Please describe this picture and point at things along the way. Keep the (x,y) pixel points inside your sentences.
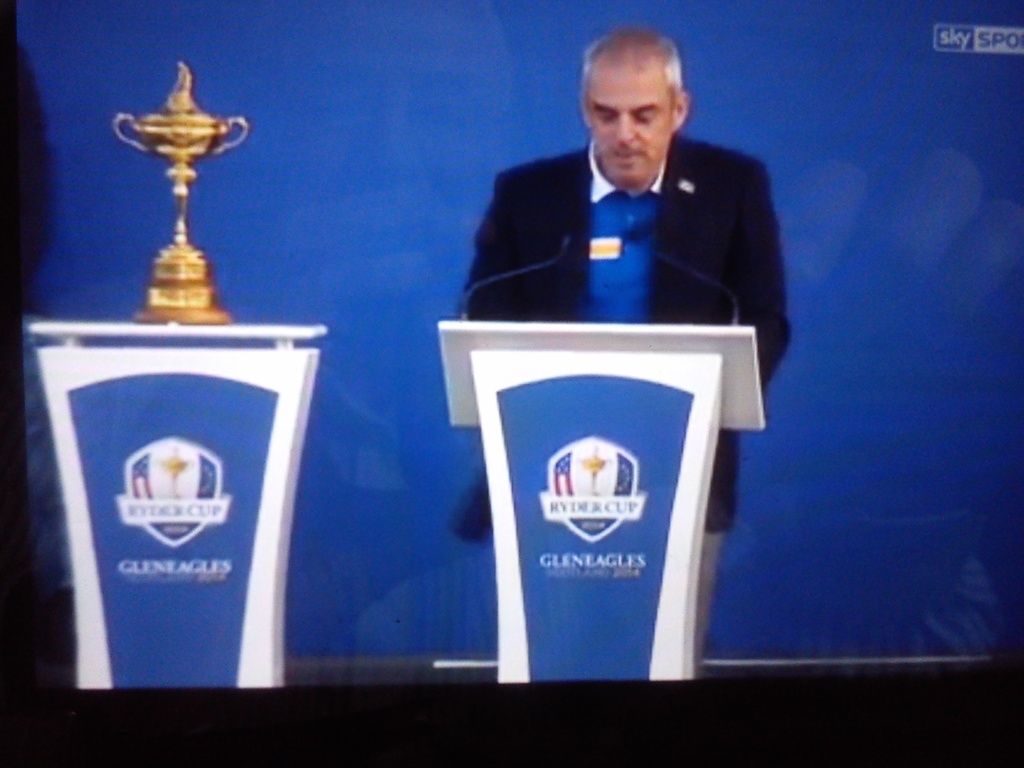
In this image we can see a person (622,281) standing. And we can see the microphones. And we can see the podium (182,379). And we can see a trophy (213,136) on the podium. And we can see the blue colored board/banner (916,492) with some text (1011,39) on it.
